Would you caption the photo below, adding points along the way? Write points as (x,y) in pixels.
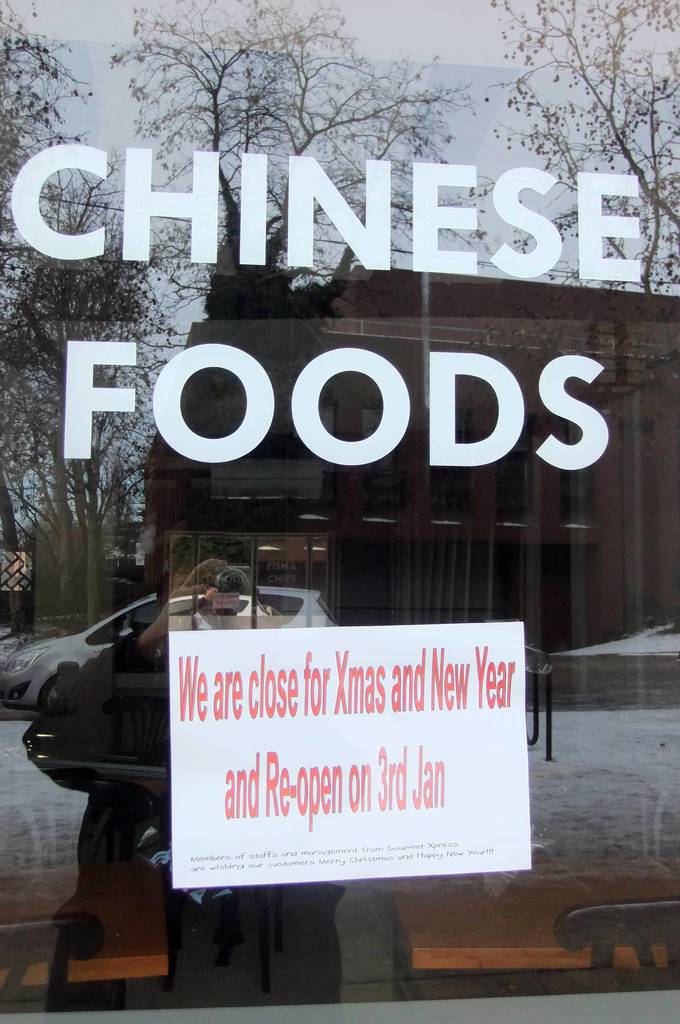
In this image I can see a glass (297,422) and a white poster (256,706) is attached to it and something is written on it. I can see the reflection (417,442) of the building (346,548), trees (61,503), vehicles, snow (616,724) and one person (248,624) is holding the camera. The sky (421,124) is in white and blue color.
